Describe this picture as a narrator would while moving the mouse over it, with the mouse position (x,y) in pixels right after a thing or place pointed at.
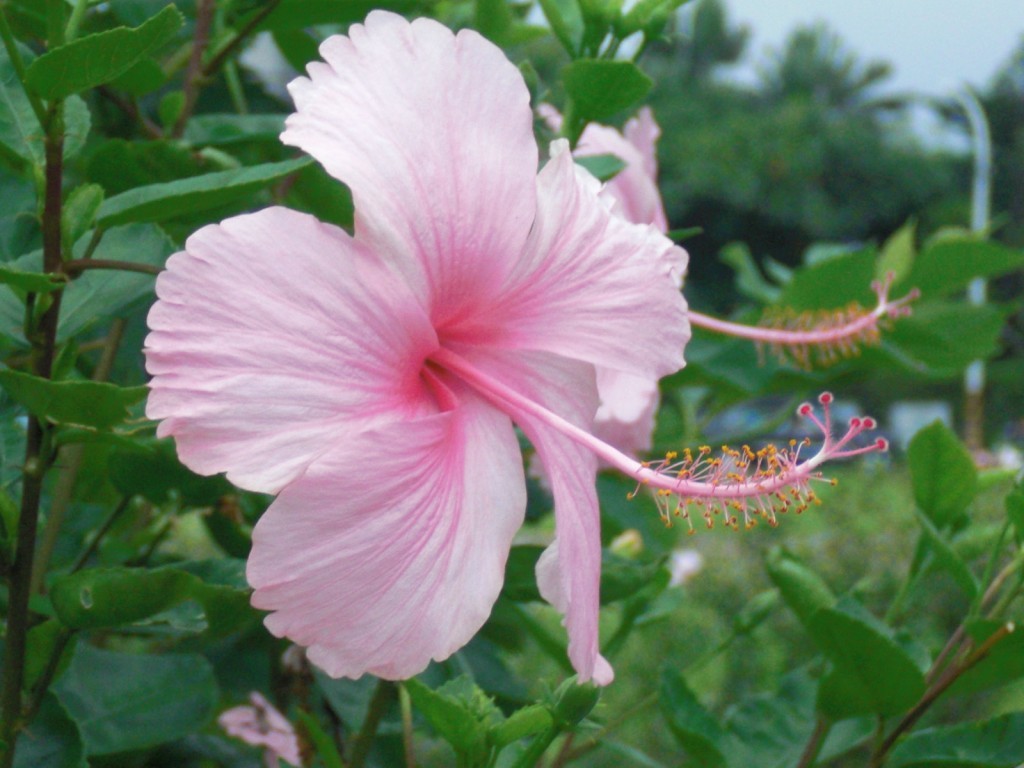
In this image I can see a flower (531,366). In the background (764,363) I can see few trees (712,163).
